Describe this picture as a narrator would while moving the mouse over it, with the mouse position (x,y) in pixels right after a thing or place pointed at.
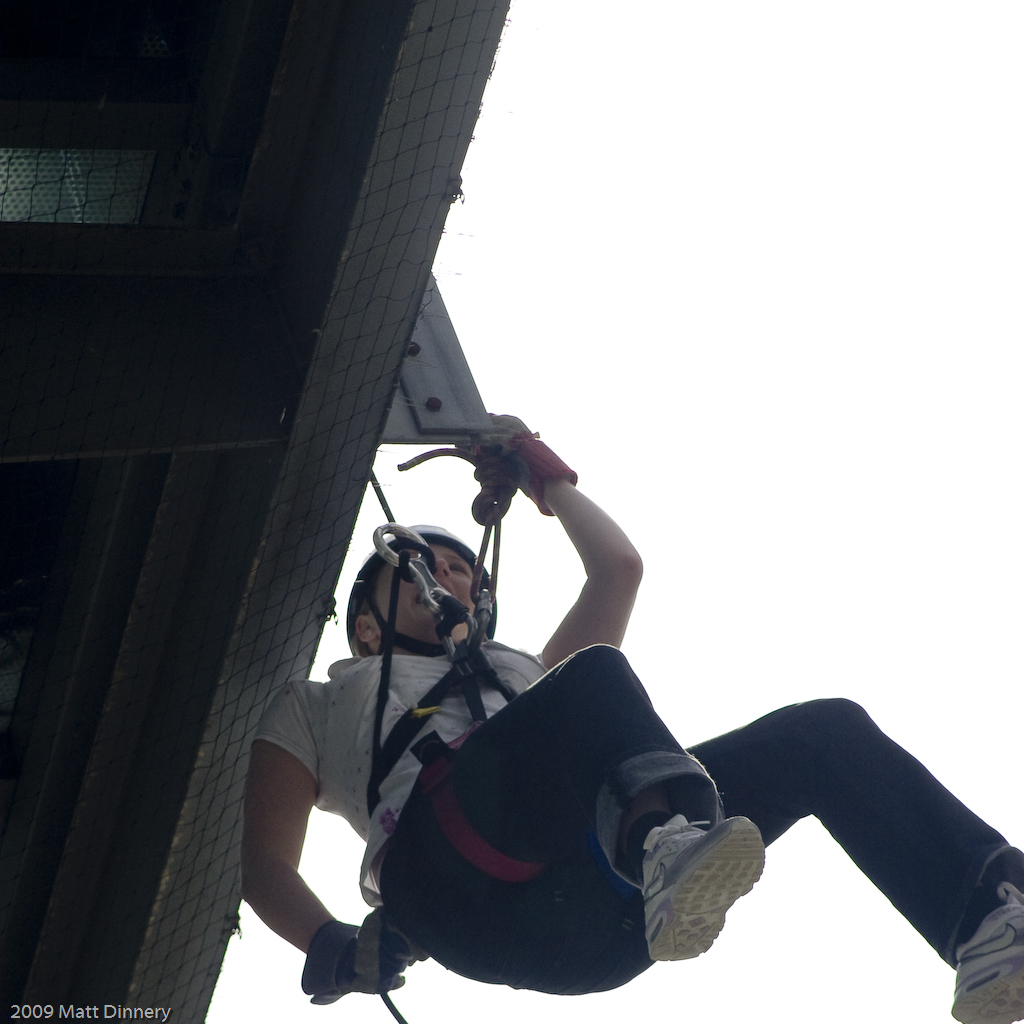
This picture is clicked outside. In the center (467,669) we can see a woman (380,711) wearing white color t-shirt (339,704), helmet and hanging on an object (460,417) with the help of the rope (499,545). In the background (508,579) we can see the sky (674,298) and some other objects (199,322). In the bottom left corner (95,1011) we can see the text (70,1013) and the numbers (44,1007) on the image.
